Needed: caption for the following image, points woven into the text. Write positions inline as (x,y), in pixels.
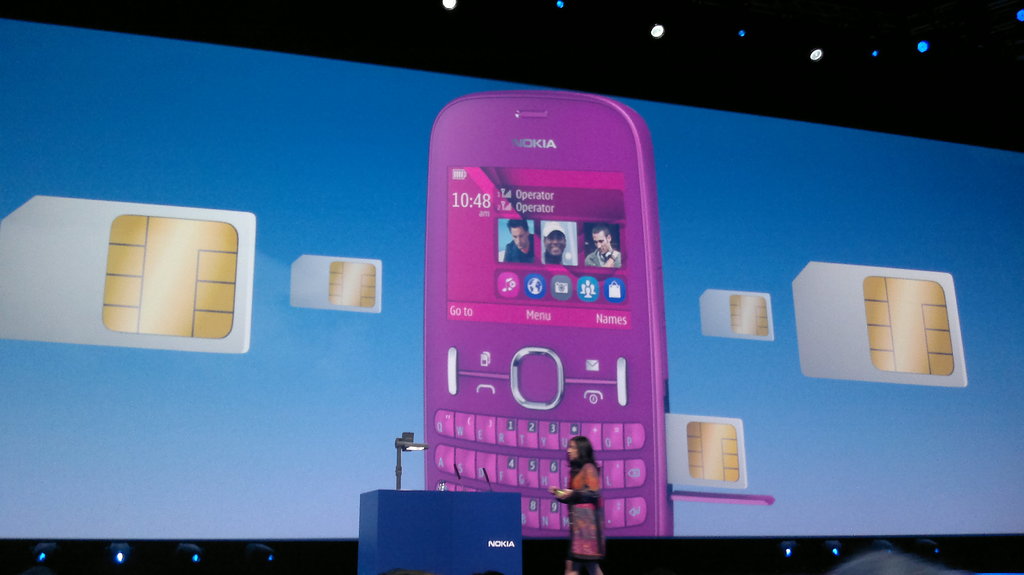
In this picture we can see a woman (591,515) is standing on the stage (764,572). On the left side of the woman (593,502), it looks like a podium (427,517). Behind the woman (578,509) there is a screen (745,279) and on the screen (259,289) there is a mobile (505,270) and "SIM cards" (376,285). At the top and bottom of the screen (707,310) there are lights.
